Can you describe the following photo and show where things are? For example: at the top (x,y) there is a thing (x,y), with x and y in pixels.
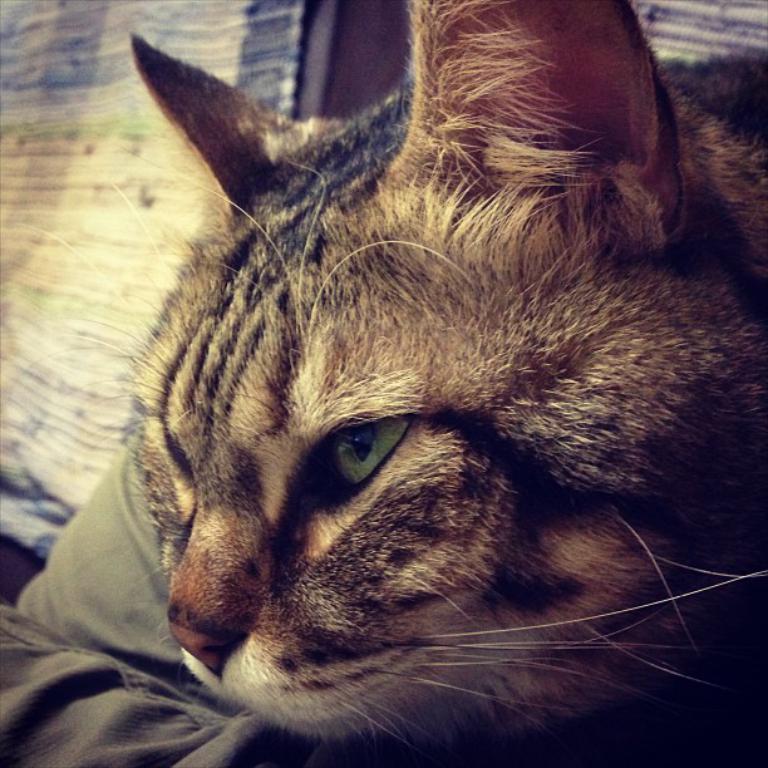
In this image there is a cat (239,312) looking to the left side of the image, beside the cat (166,506) we can see a cloth (103,609). In the background (88,248) there are few objects (334,47) hanging which are not clear.
